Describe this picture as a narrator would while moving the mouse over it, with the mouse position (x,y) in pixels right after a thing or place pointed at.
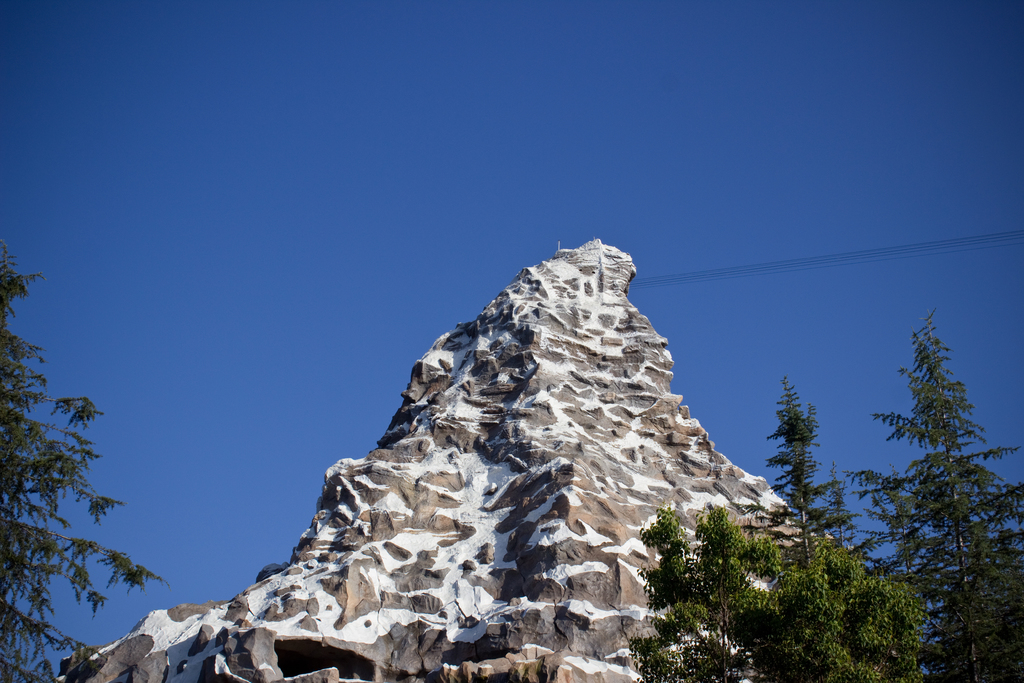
In this image there is a rock (512,544) in middle of this image (502,398). There are some trees (720,602) on the right side of this image (799,560) and left side of this image (29,513) as well. There is a blue sky (460,187) on the top of this image (557,192).
